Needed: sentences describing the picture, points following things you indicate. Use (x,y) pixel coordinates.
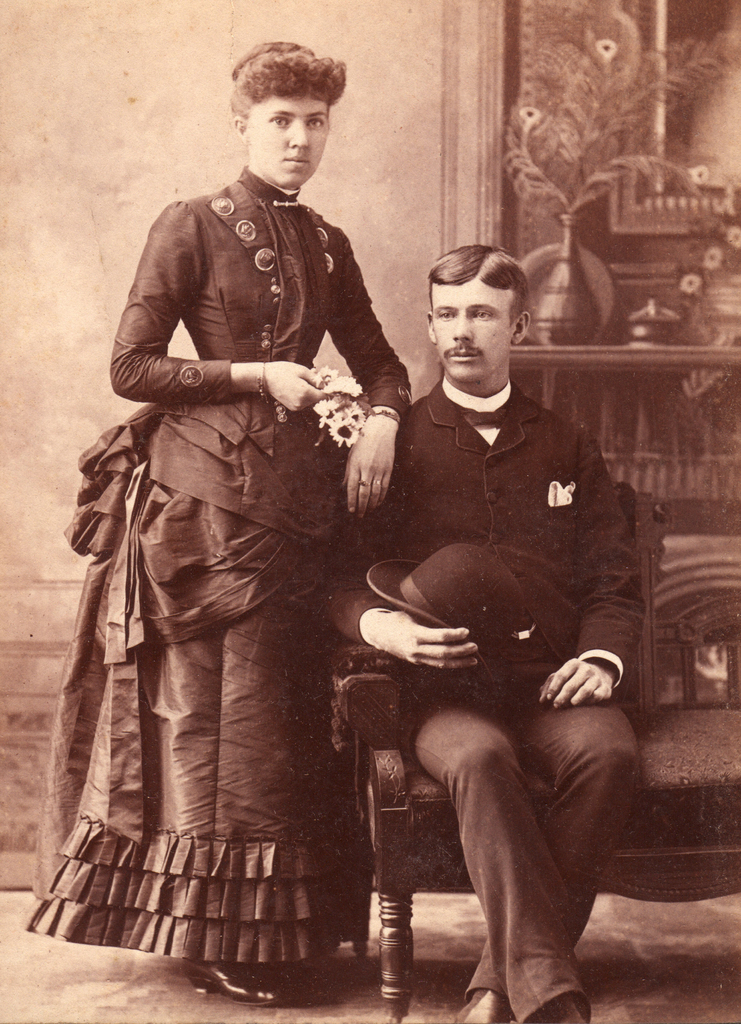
In this image we can see a man (566,690) sitting on the sofa (668,861) and holding a hat (456,608), next to him there is a lady (269,569) standing she is holding a flower bouquet (327,396). In the background (316,198) there is a wall (347,157) and we can see a stand (587,371). There are flower vases (569,319) placed on the stand (637,444).
